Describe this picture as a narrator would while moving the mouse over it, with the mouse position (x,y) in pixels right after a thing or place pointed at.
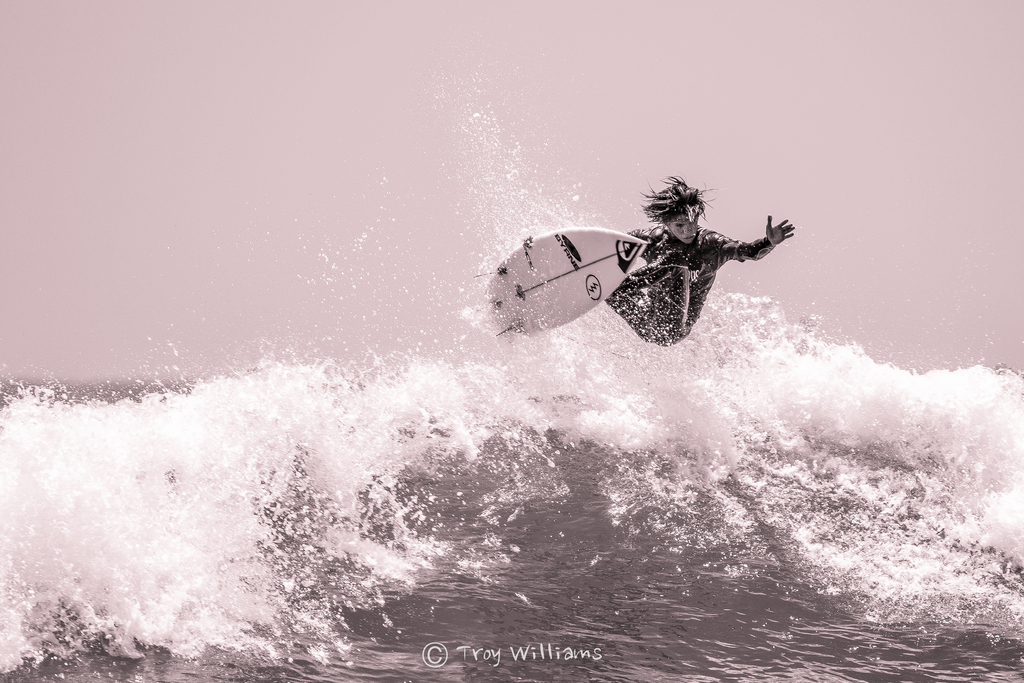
In this image I can see a person (757,258) is surfing in the ocean (566,464) and I can see a logo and text (476,649) at the bottom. At the top (389,86) I can see the sky (450,131). This image is taken, may be in the ocean (511,517).
